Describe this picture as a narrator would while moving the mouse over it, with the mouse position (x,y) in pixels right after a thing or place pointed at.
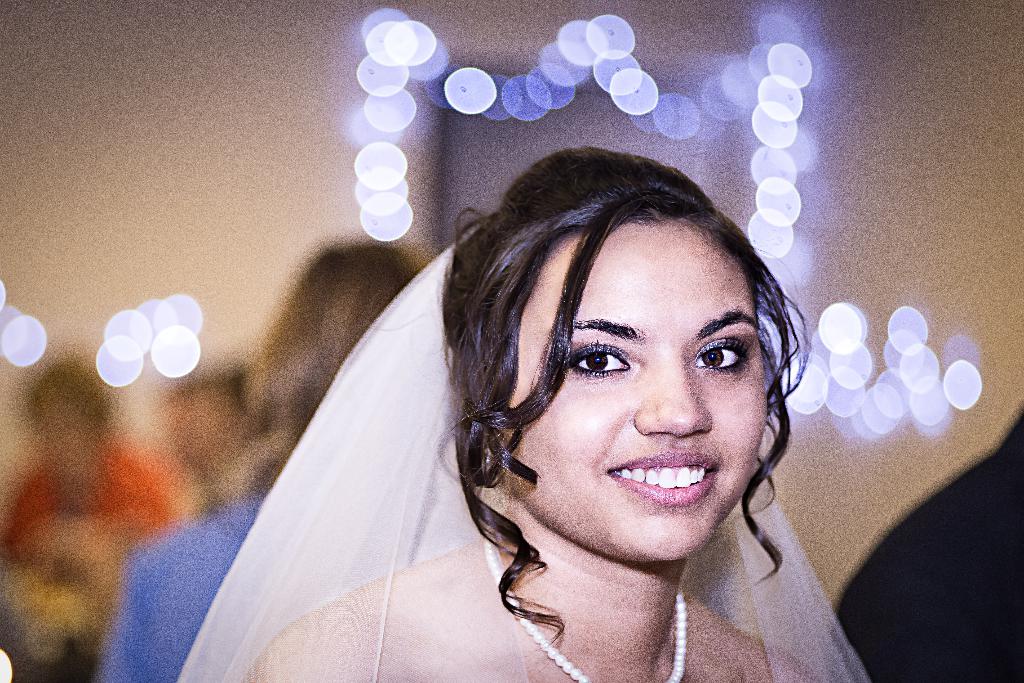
In this image, we can see a woman (763,295), she is smiling, there is a blur background (197,414), there are some people (244,477) in the background (261,477) and we can see lights (669,115).
